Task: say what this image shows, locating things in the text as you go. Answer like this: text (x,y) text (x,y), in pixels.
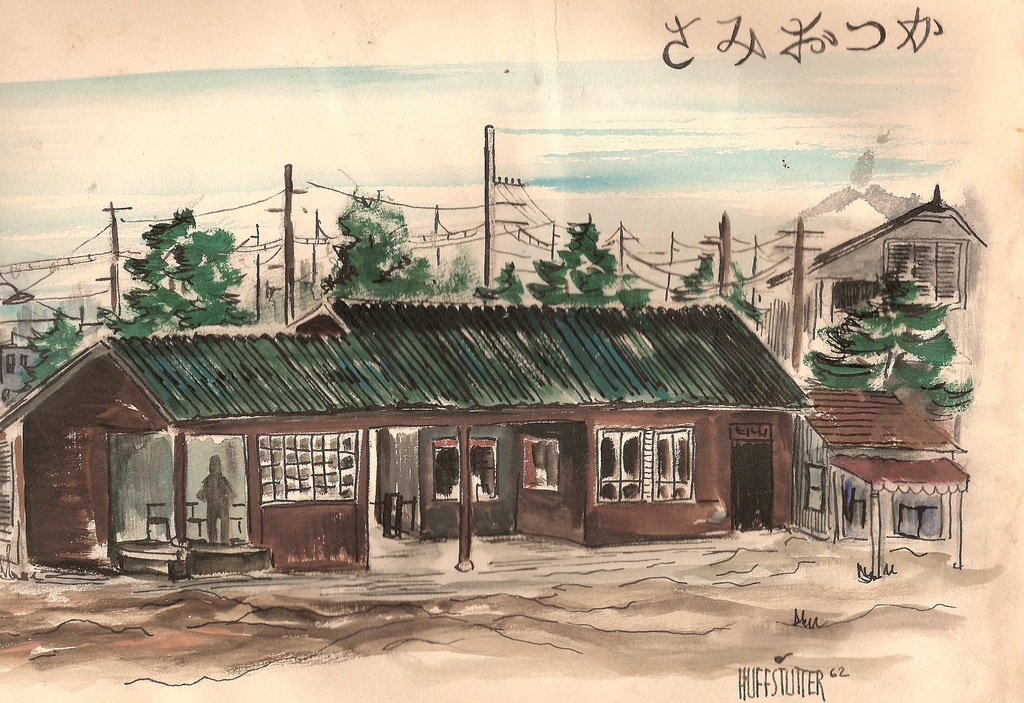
In this image I can see houses (649,417), trees (561,287), windows (616,473), current poles (491,172) and wires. The sky (593,154) is in white and blue color.
